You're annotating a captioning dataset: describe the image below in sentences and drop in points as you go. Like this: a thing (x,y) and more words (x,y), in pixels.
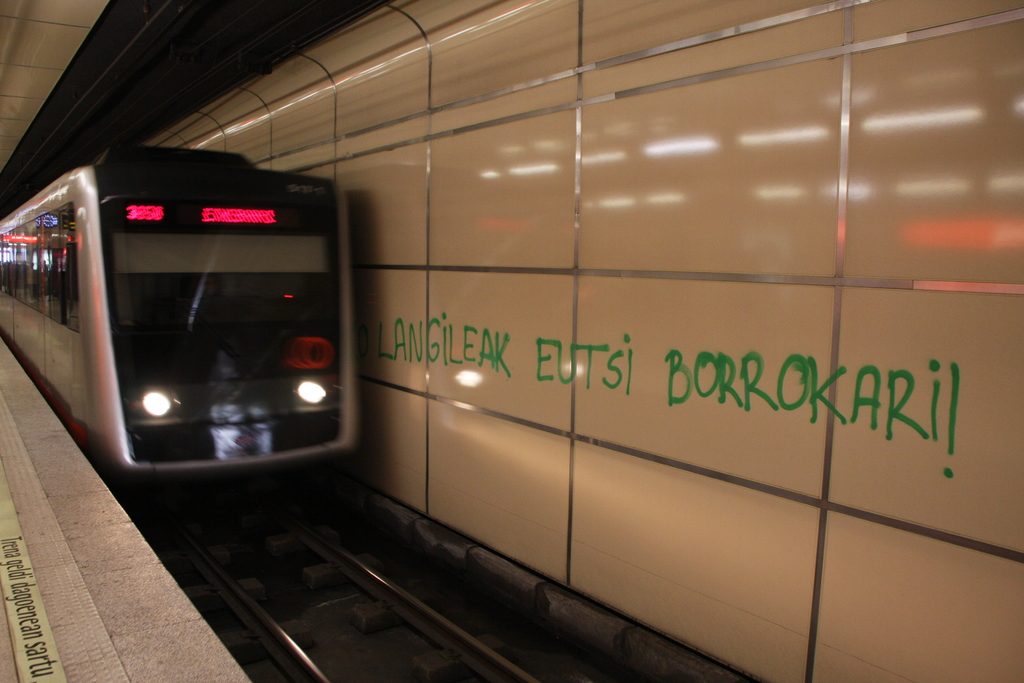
In the center of the image (345,294) we can see one train (218,260) and railway track (260,558). On the right side of the image (722,405), there is a wall (703,380). On the wall (764,284), we can see some text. At the bottom left side of the image (11,542), we can see some text (31,659). In the background (333,170) there is a wall (526,90) and roof (54,13).
